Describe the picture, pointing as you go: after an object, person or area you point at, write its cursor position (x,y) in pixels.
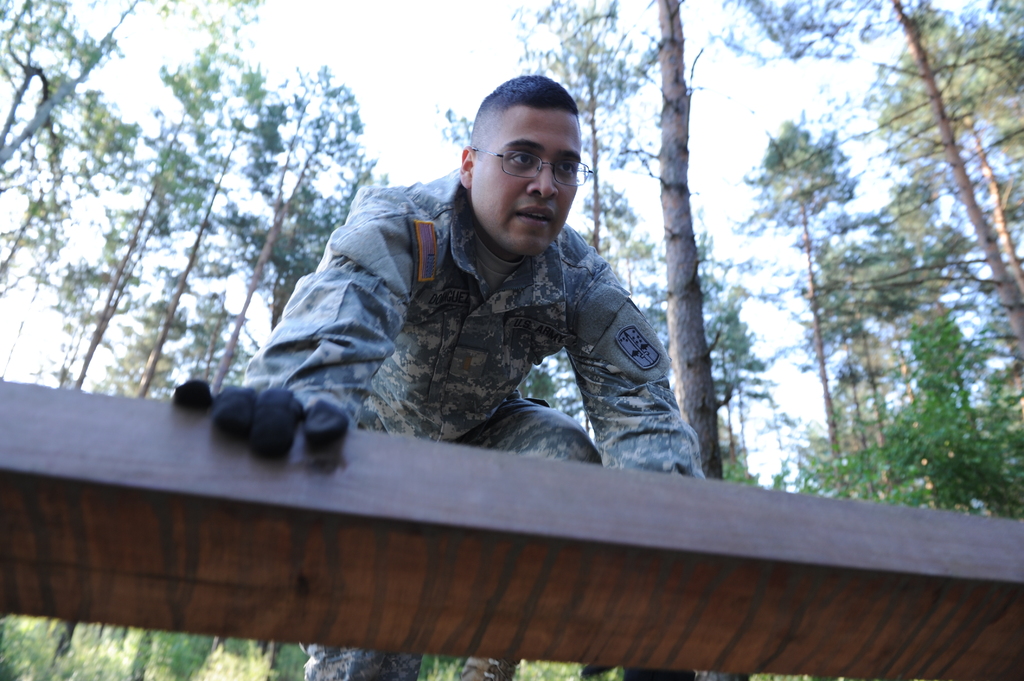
In the image in the center (523,444) we can see one person (521,328) standing and holding wood (435,476). In the background (735,44) we can see the sky (414,62), clouds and trees (816,165).
